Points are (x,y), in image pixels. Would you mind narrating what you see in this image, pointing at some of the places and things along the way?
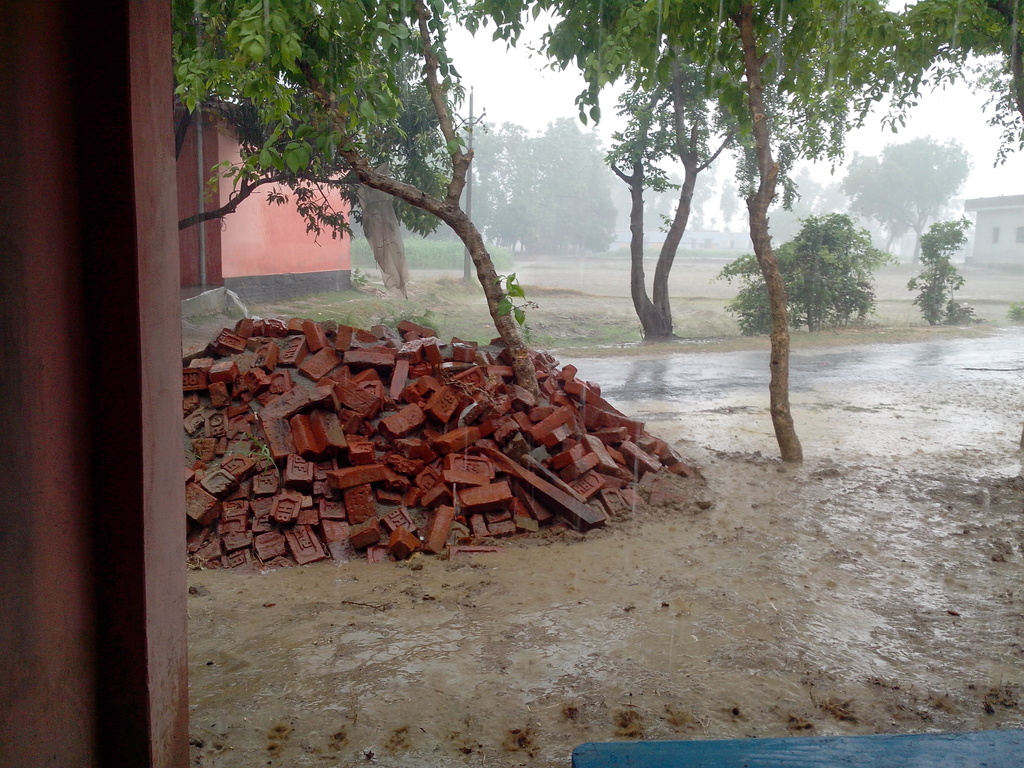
On the left side of the image (310,448) we can see heap of bricks (376,434). In the background (494,87) there are trees (600,189), pole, buildings (1020,247) and sky (512,97).
